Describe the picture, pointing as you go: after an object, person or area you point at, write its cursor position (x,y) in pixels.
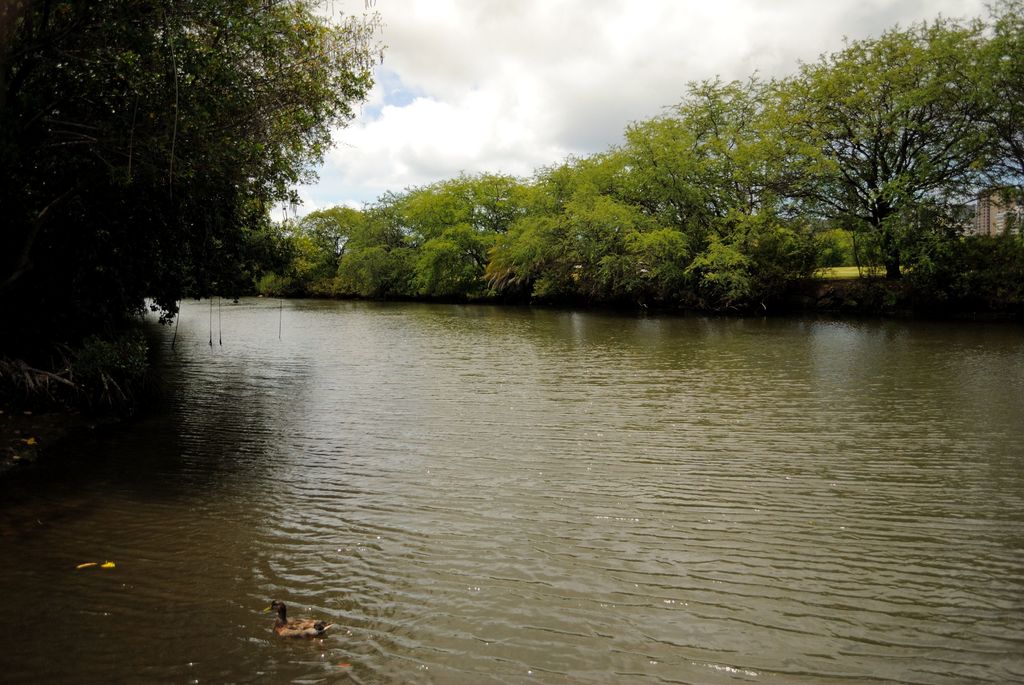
In the center of the image (405,301) we can see trees (732,226), building (979,219), grass (871,267). At the bottom of the image (276,632) we can see a duck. In the background of the image (805,438) we can see the water (627,478). At the top of the image (567,50) we can see the clouds (590,52) are present in the sky (493,43).
